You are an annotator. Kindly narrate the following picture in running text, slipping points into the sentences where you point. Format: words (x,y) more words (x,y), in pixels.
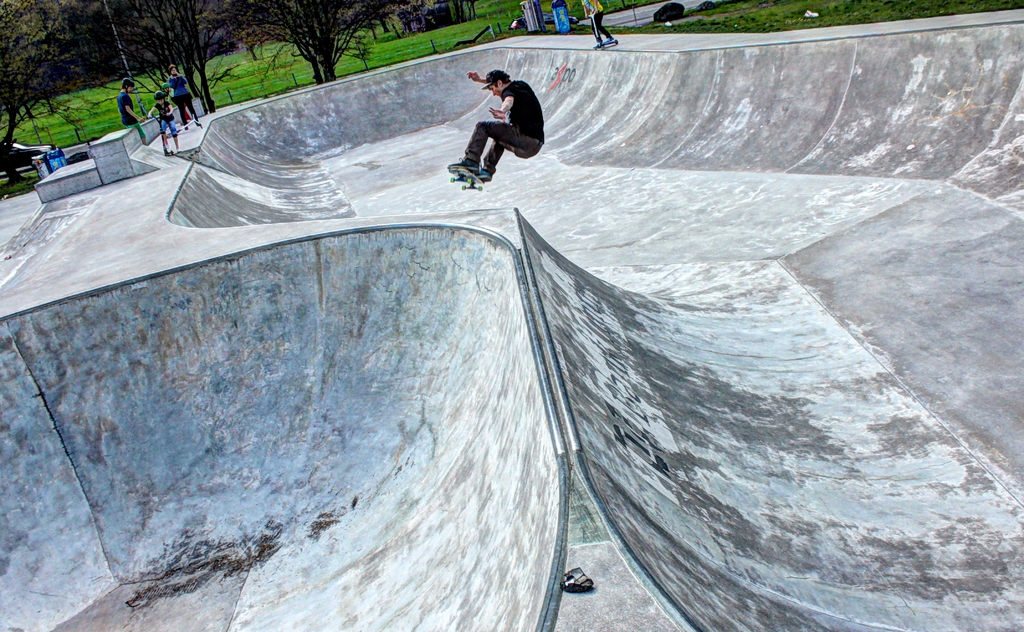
In this image we can see a man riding a skateboard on a surface (403,257). Here we can see few people (163,121), grass (42,135), trees (189,65), and other objects (87,155).
